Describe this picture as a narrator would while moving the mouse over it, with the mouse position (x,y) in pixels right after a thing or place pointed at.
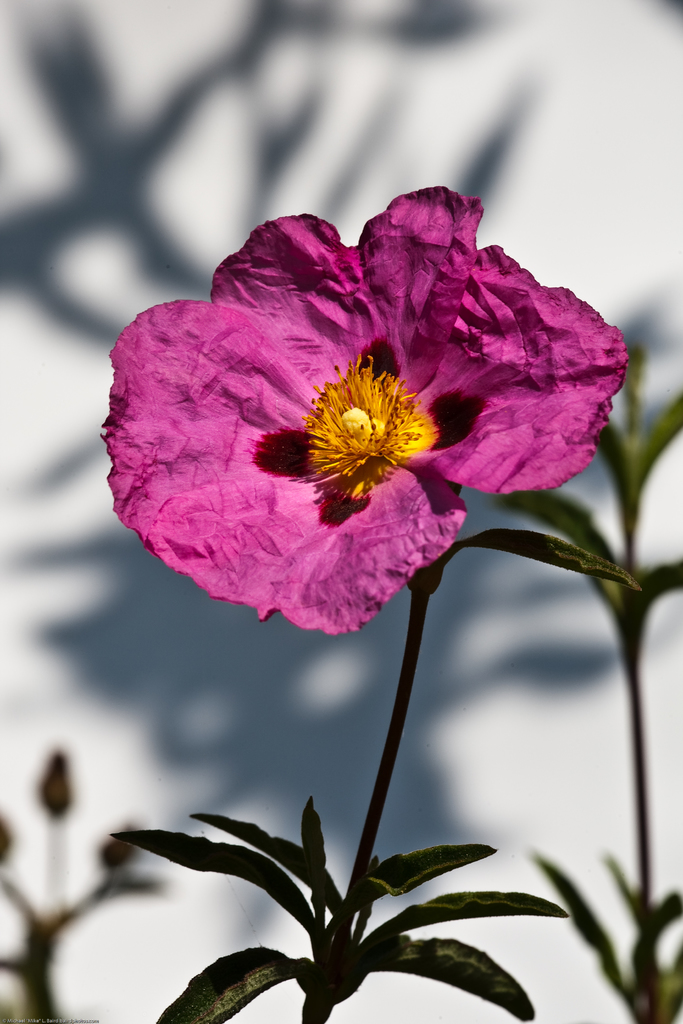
In this image, there is flower (415,464) with stem (380,773) and leaves (340,905), the background (399,799) is blurry.
